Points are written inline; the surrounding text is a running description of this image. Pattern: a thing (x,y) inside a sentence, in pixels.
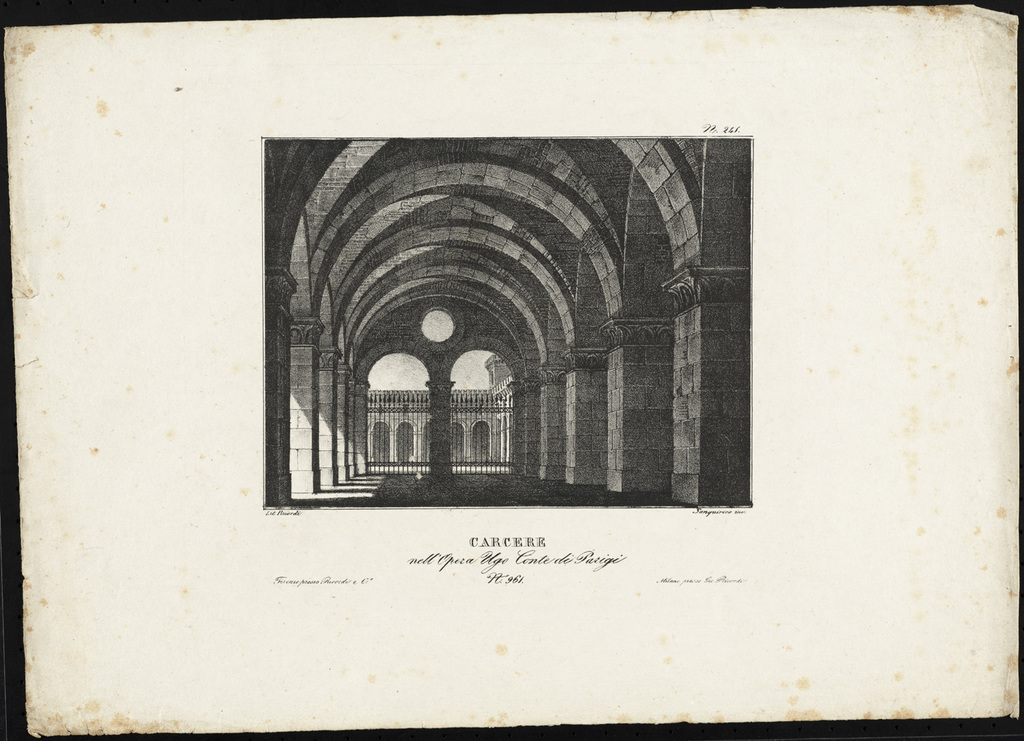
In this image, we can see photo of a paper (880,548) contains a picture (494,388) and some text (509,536).
